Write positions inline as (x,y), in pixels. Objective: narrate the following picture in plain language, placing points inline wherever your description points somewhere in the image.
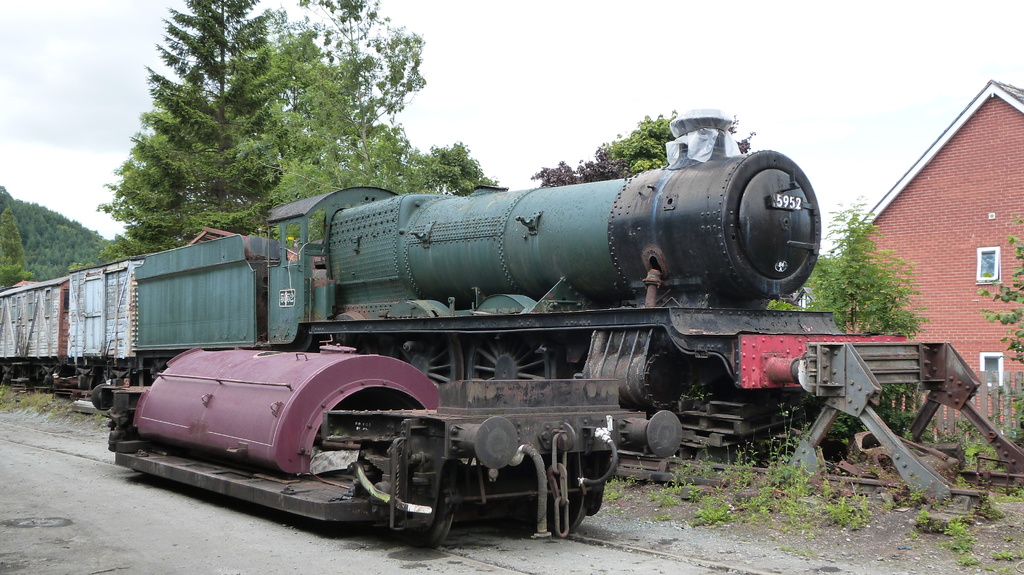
In the image we can see there is a train (672,354) standing on the railway track (715,457) and beside there is an engine machine (352,437) kept on the ground (389,571). Behind there is building (914,234) and there are trees (251,177).
